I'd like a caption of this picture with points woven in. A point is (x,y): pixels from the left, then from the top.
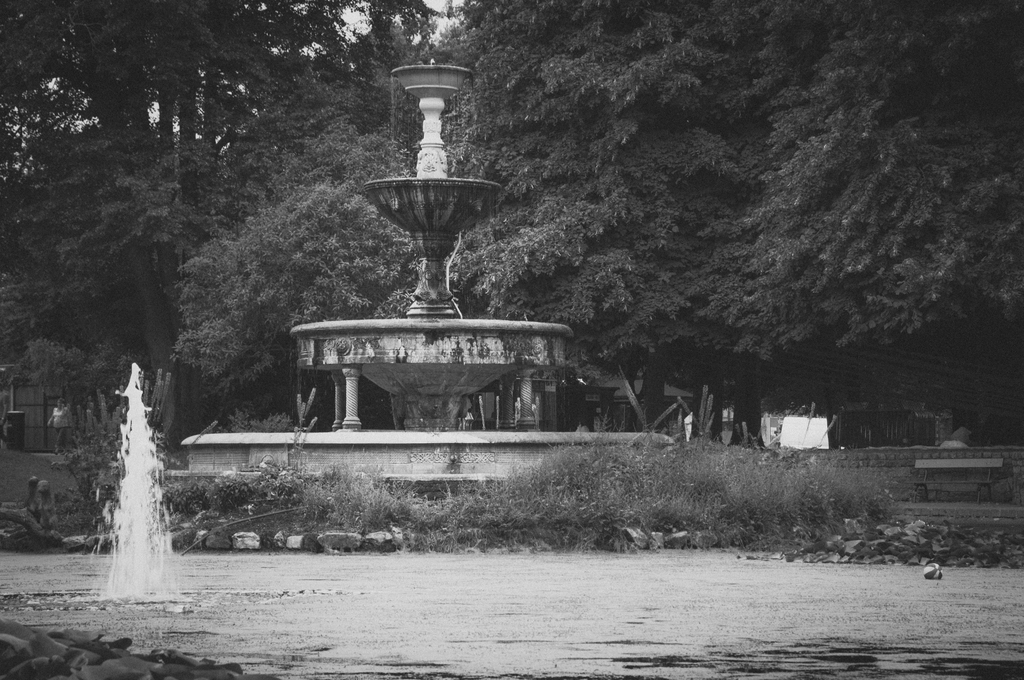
In this image in the foreground (807,583) there is water body (315,593). In the background (338,421) there are trees (365,274), monument (438,362). Few people (59,420) are walking here. Here there are stone (396,545).
